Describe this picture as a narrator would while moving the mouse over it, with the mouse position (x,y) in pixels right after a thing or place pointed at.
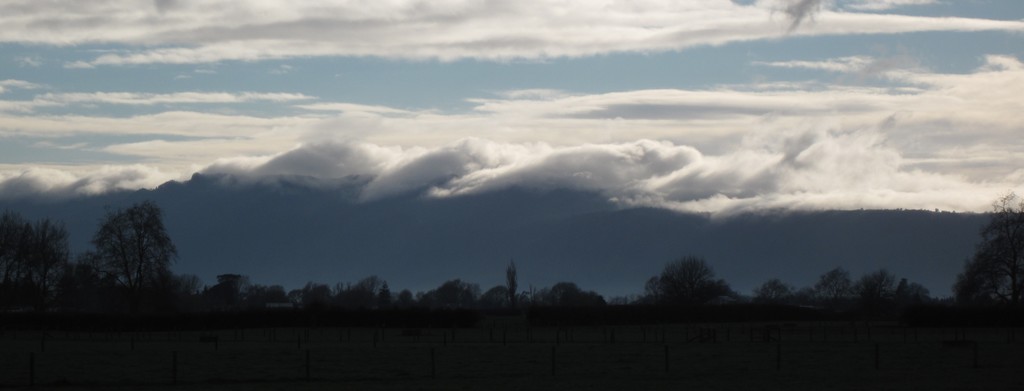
In this image we can see sky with clouds (410,145), trees (322,294) and ground (85,371).
